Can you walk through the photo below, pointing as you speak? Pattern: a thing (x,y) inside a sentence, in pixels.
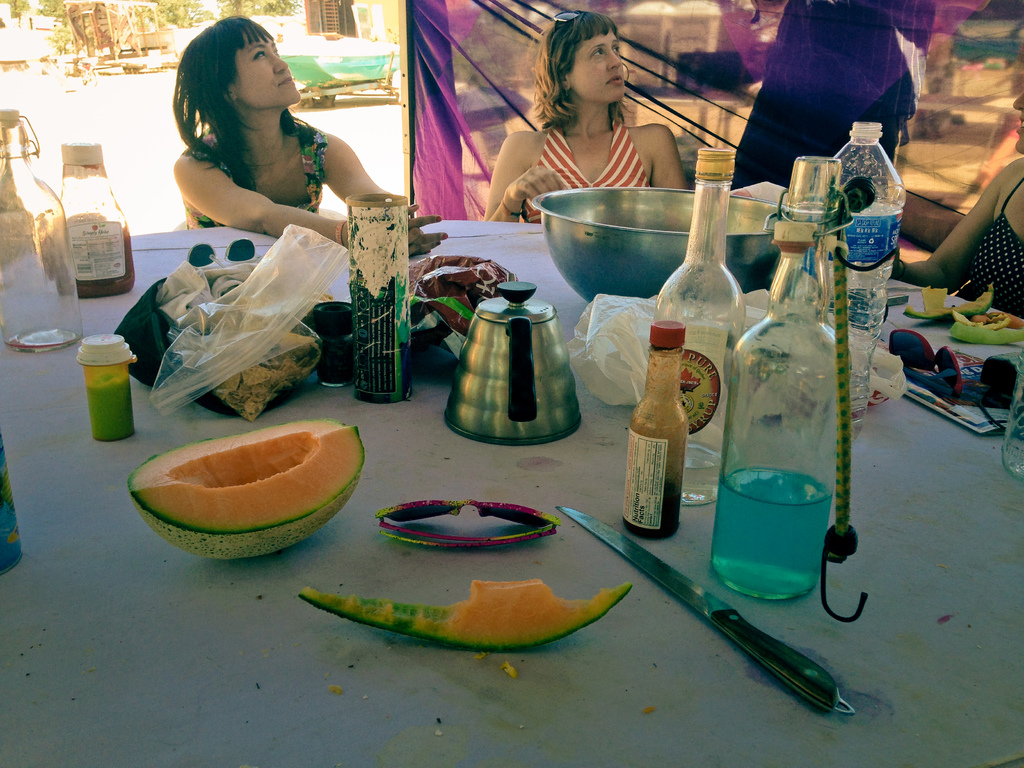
In this image, in the middle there are two women (354,187), they are sitting. On the right (976,214) there is a woman (971,223), person (882,99). At the bottom (534,679) there is a table (554,666) on that there are fruits (288,492), knife (797,662), bottles (662,367), vessels (548,356), food items (236,333), bowls (614,279), papers (972,359), covers (643,372), some other objects (364,386). In the background (669,82) there is a cloth (504,71), trees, road (151,116).
